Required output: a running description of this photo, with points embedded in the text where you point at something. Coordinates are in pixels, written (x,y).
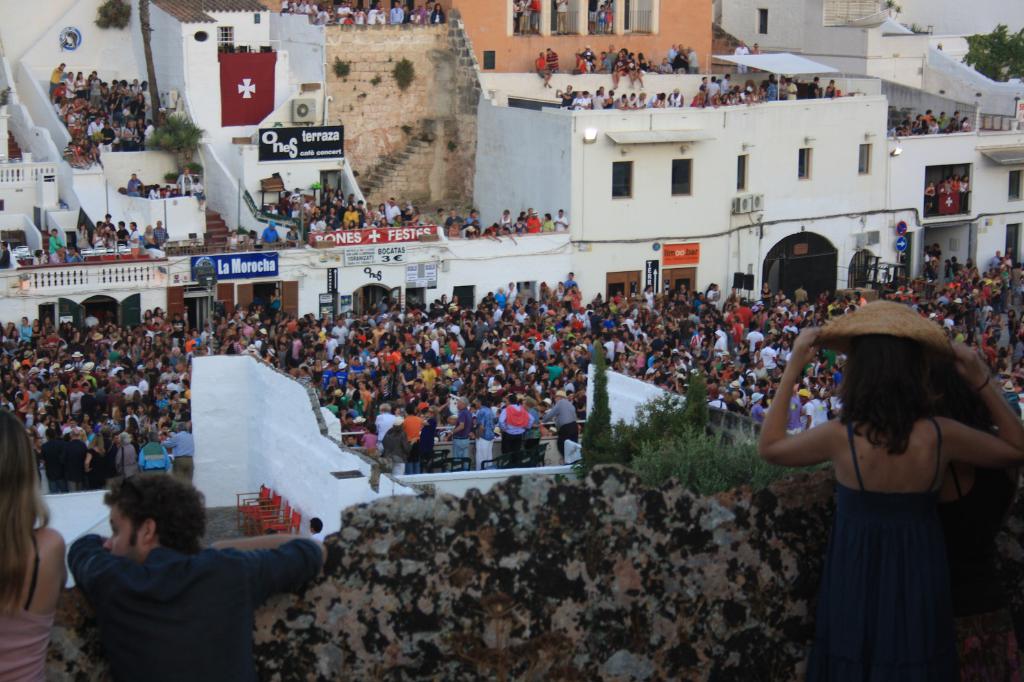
In the foreground of the image (945,511) we can see group of persons (26,601). One woman (901,530) is wearing a blue dress (901,538) and a hat (904,332). In the center of the image (386,337) we can see group of people (500,367) standing, chairs (285,528) and walls (335,466). In the background (865,190), we can see a group of buildings (545,194) with some text (360,262) on them, a staircase (404,160), air conditioner (305,113) and a group of trees (685,428).
